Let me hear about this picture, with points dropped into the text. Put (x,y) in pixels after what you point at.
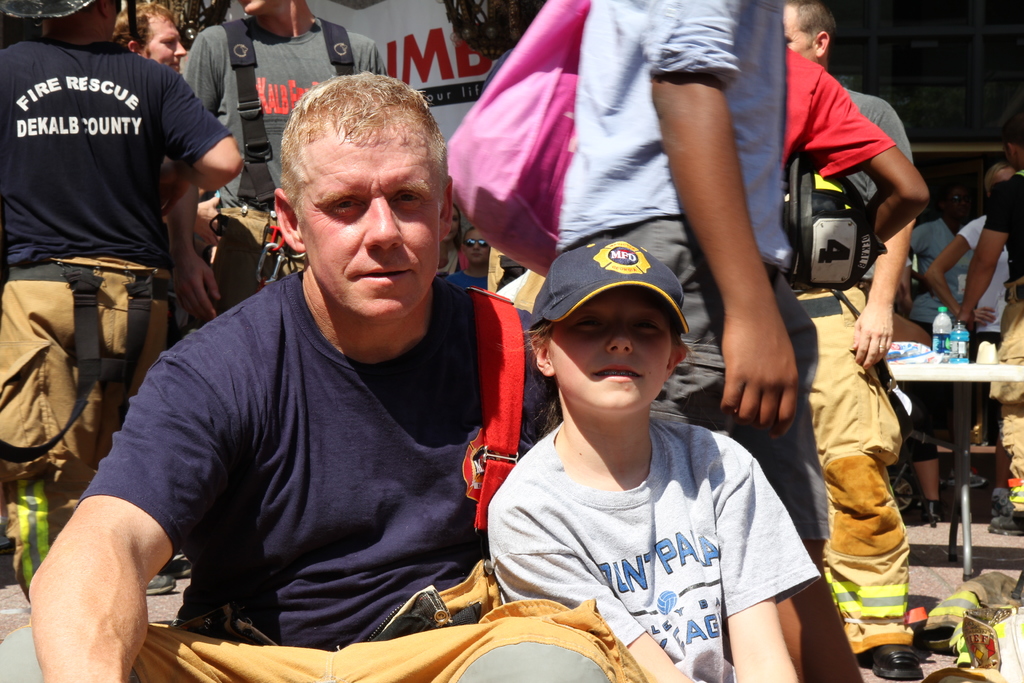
In this image I can see the group of people (342,253) with different color dresses (144,148). I can see few people (292,133) are wearing the bags (532,88) with different colors. To the right (971,371) there is a table (958,386) and I can see some bottles (950,359) and objects (916,356) on it. In the background (861,56) I can see the building (950,103).
